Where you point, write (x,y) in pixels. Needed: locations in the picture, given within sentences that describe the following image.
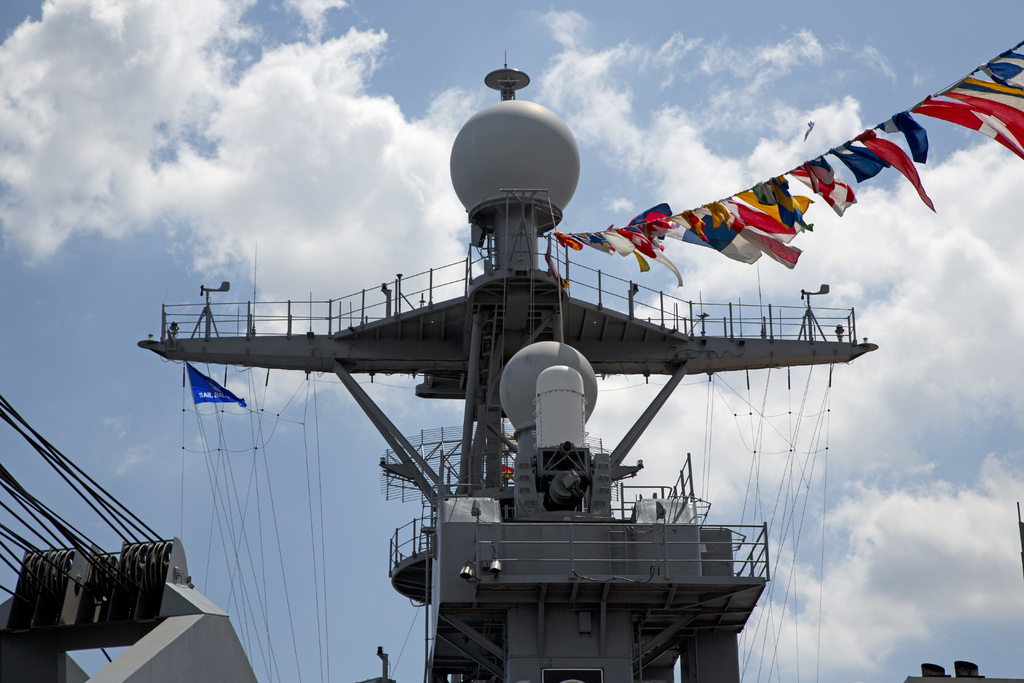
In this picture we can see railings (630,306), rods (349,370), ropes (10,419), flags (953,116) and things (563,152). In the background (822,496) there is a cloudy sky (276,186).
